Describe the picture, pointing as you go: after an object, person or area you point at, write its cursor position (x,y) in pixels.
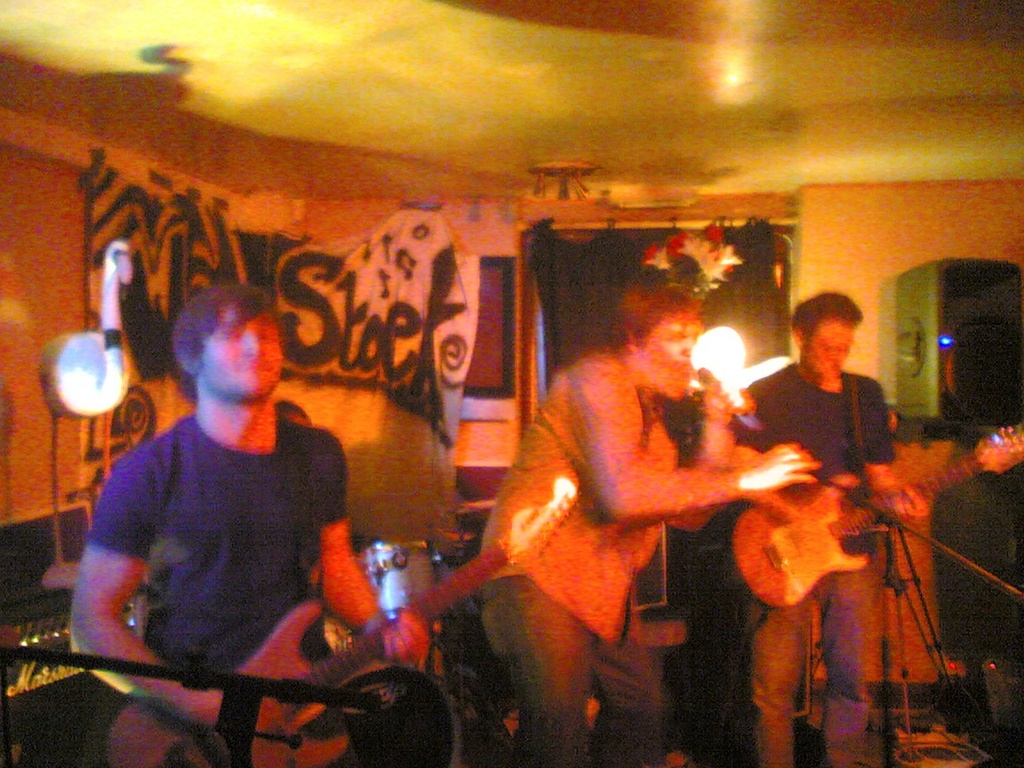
In this image I can see three men (797,408). Two are playing guitars (834,520) and one man (569,396) is singing a song by holding a mike (702,382) in his hand (713,390). In the background (707,201) I can see a wall (882,215) and one window (491,278). There are some curtains (561,289) as well.
